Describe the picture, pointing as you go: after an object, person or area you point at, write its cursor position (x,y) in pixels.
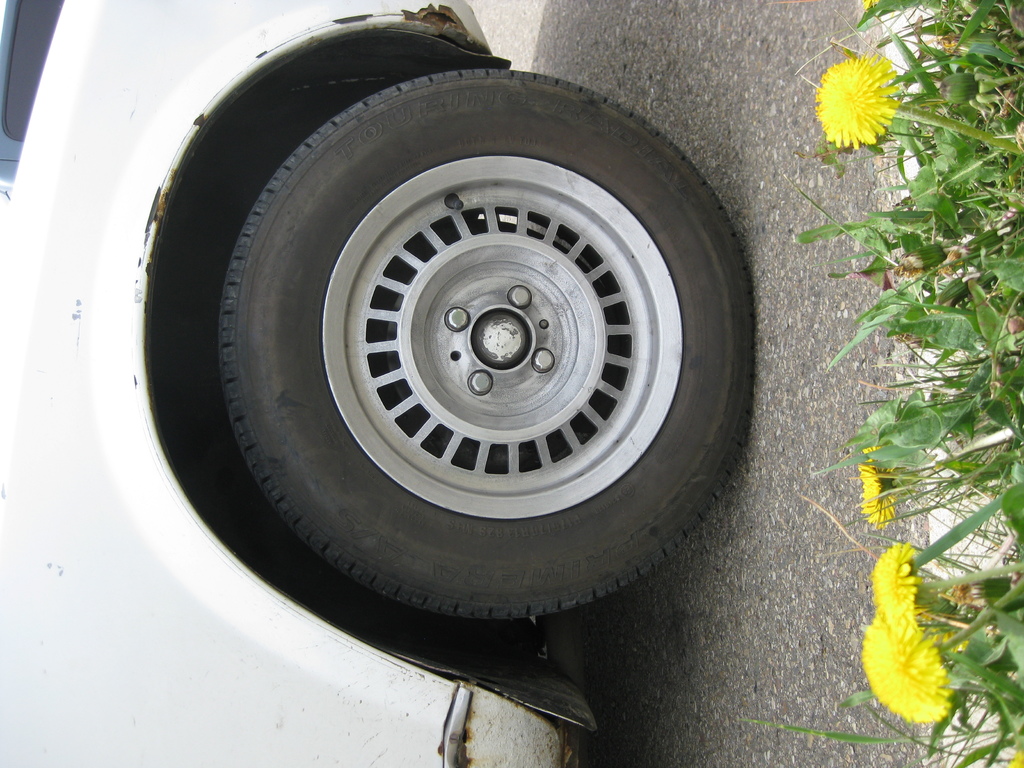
In the picture we can see a part of the car (17,211) with a wheel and the car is white in color on the path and beside the car (78,360) we can see some small plants (968,127) with yellow colored flowers (901,550) to it.
